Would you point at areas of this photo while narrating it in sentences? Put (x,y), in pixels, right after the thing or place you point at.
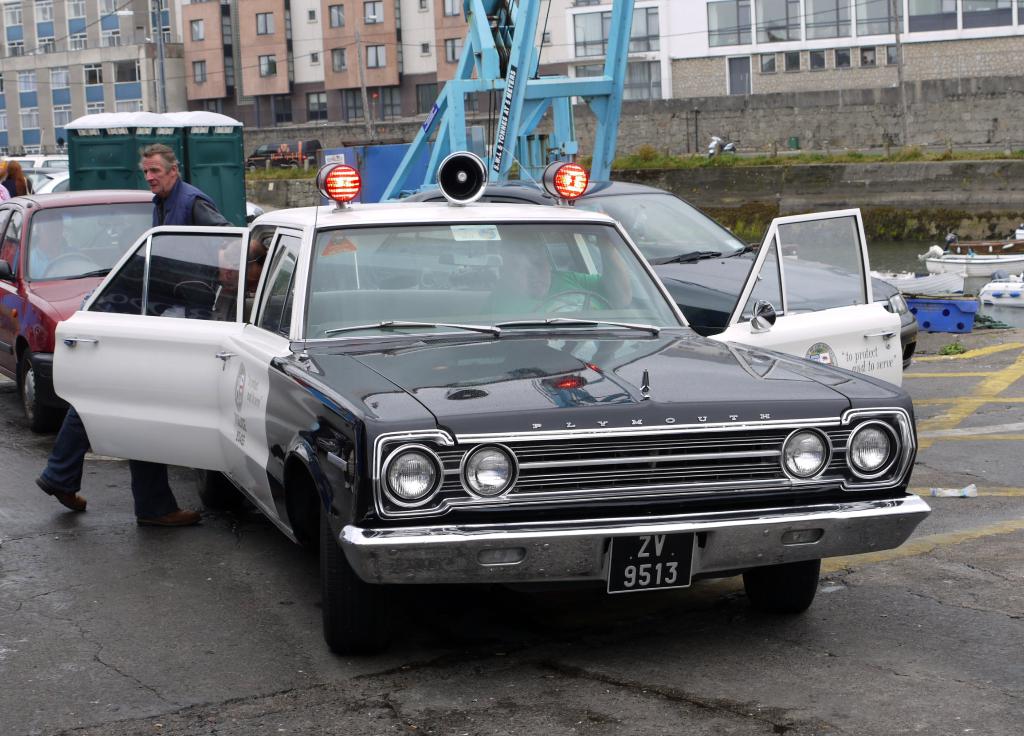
In this image we can see motor vehicles (189,306), persons (153,491) standing on the road (188,477), crane (444,118), buildings (236,66), walls (659,130), plants (855,159), water (904,253) and electric cables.
